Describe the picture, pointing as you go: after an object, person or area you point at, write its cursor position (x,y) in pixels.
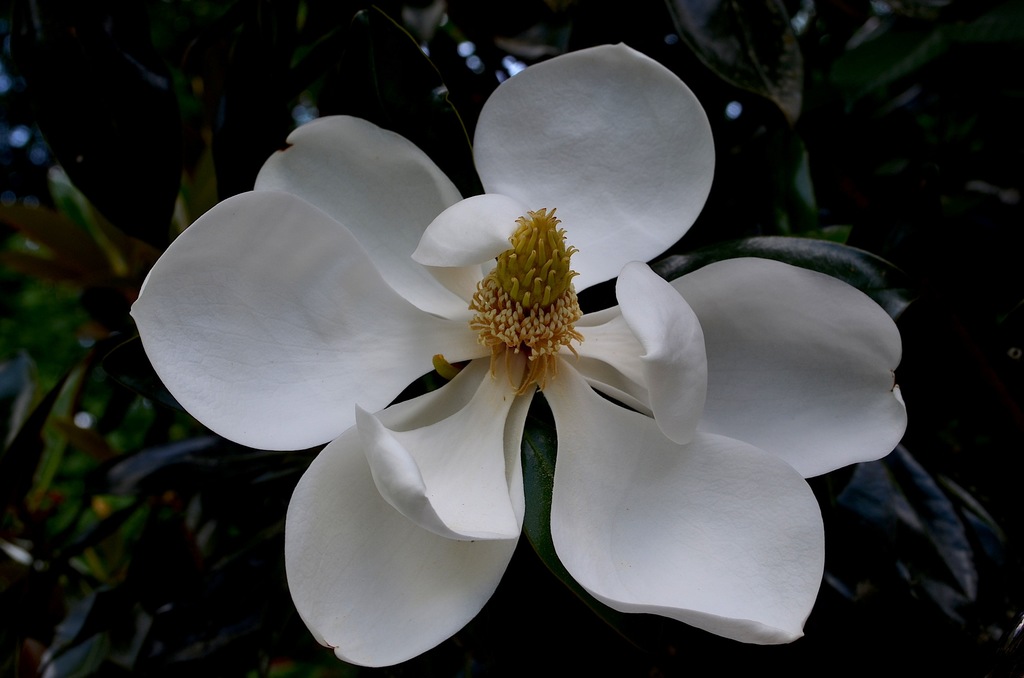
It is a zoom in picture of a white flower (477,382). In the background (198,134) leaves (42,488) are visible.
